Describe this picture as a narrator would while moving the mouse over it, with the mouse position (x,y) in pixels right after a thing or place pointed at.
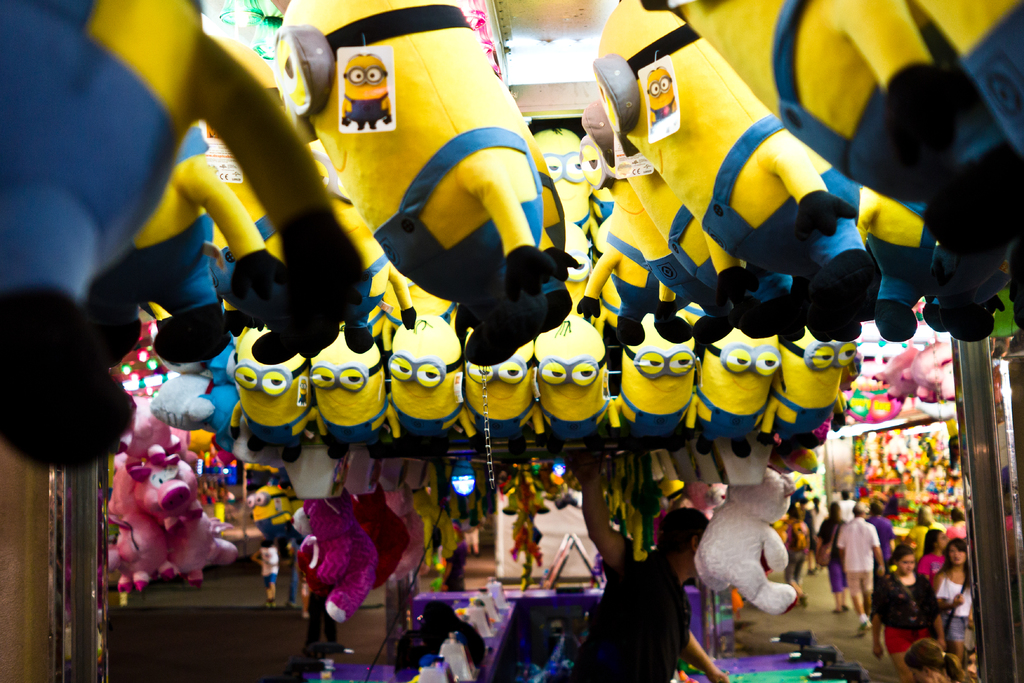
In this image I can see soft toys (447,326). On the right side (897,604) I can see people (899,590) and other objects (724,581).
